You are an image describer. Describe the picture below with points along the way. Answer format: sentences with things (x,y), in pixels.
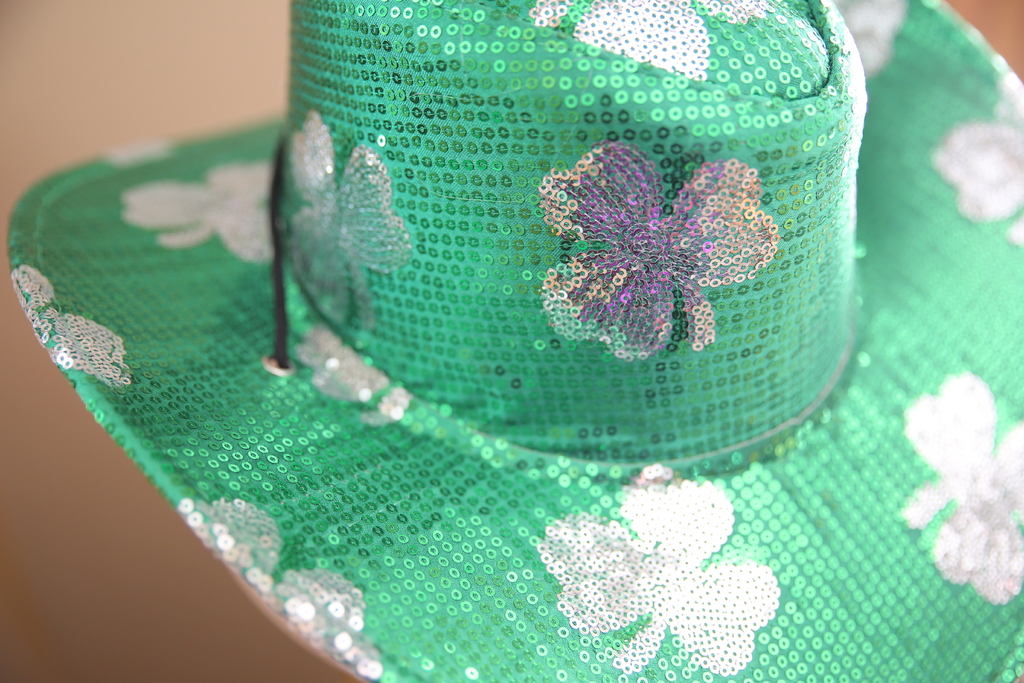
In this image there is a hat (810,307). On the hat (434,319) there is a print (661,272) of flowers (609,234). The background (81,585) is blurry.
